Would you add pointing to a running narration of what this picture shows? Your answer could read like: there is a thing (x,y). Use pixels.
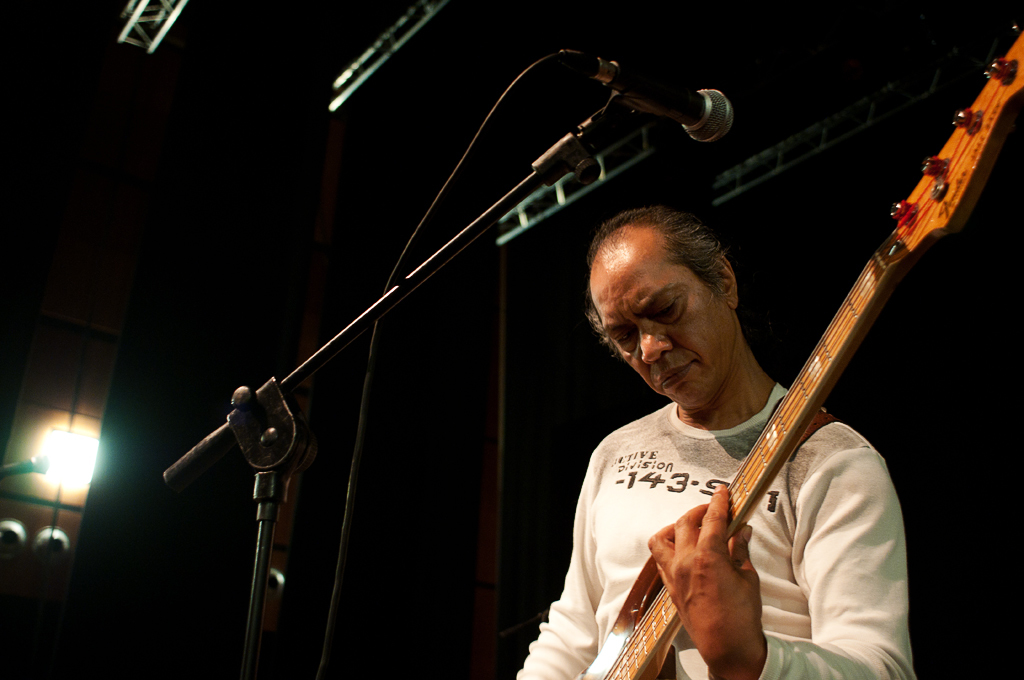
In this picture we can see a man (684,489) wearing white t-shirt (684,506) and playing guitar (633,592). In the front (570,173) there is a microphone stand (558,169). Behind there is a dark background (209,495).
